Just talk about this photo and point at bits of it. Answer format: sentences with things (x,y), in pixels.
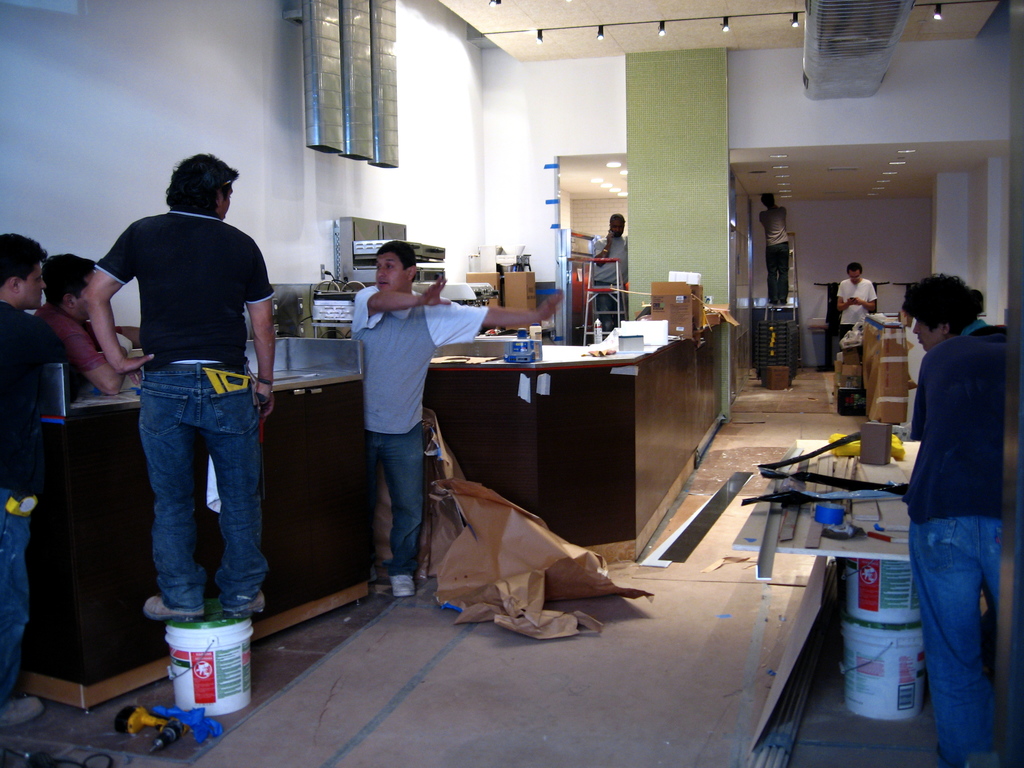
This image is taken in a room (708,208). There are eight people (5,413) in this room (48,535). In the left side of the image (30,456) three men (4,393) are standing and one on the bucket (223,628). There is a drilling machine (132,722) on the floor (170,745). In this image there is a wooden table (560,450) which has papers (523,394), cardboard box (668,317) and machinery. There is a wall (533,156) and a ceiling roof (583,15). In the right side of the image (945,286) a man (968,685) is working on a wooden board (758,527). In the middle of the image (524,319) a man (404,251) is standing and explaining.
